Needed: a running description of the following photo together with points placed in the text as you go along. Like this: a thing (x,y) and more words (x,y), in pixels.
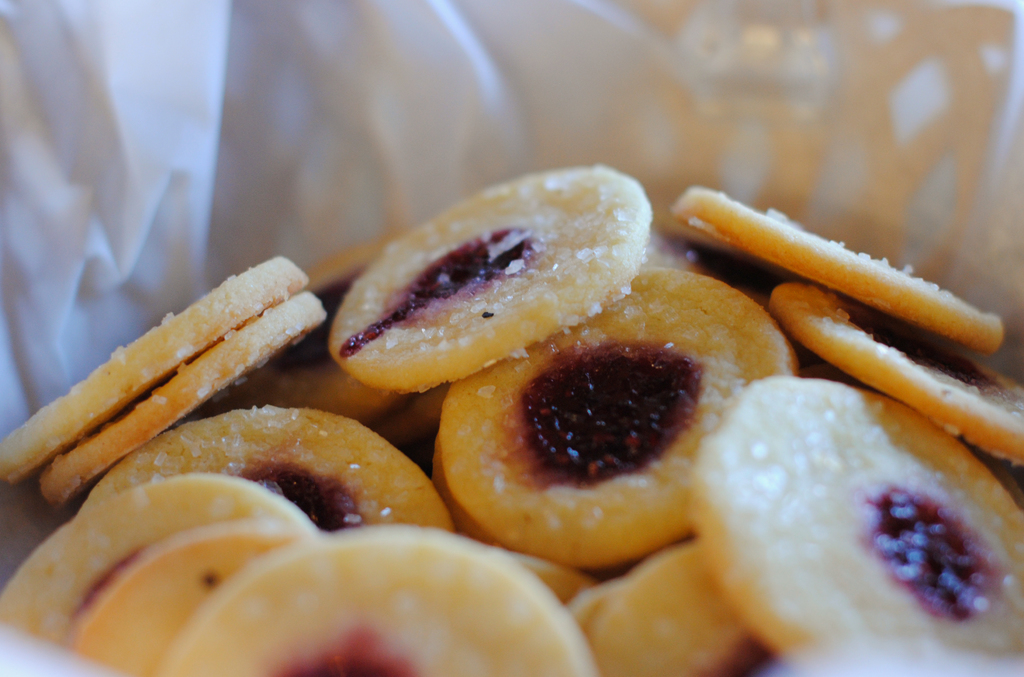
In the center of the image (411,353) we can see cookies (561,468) placed in the bowl (422,91).
